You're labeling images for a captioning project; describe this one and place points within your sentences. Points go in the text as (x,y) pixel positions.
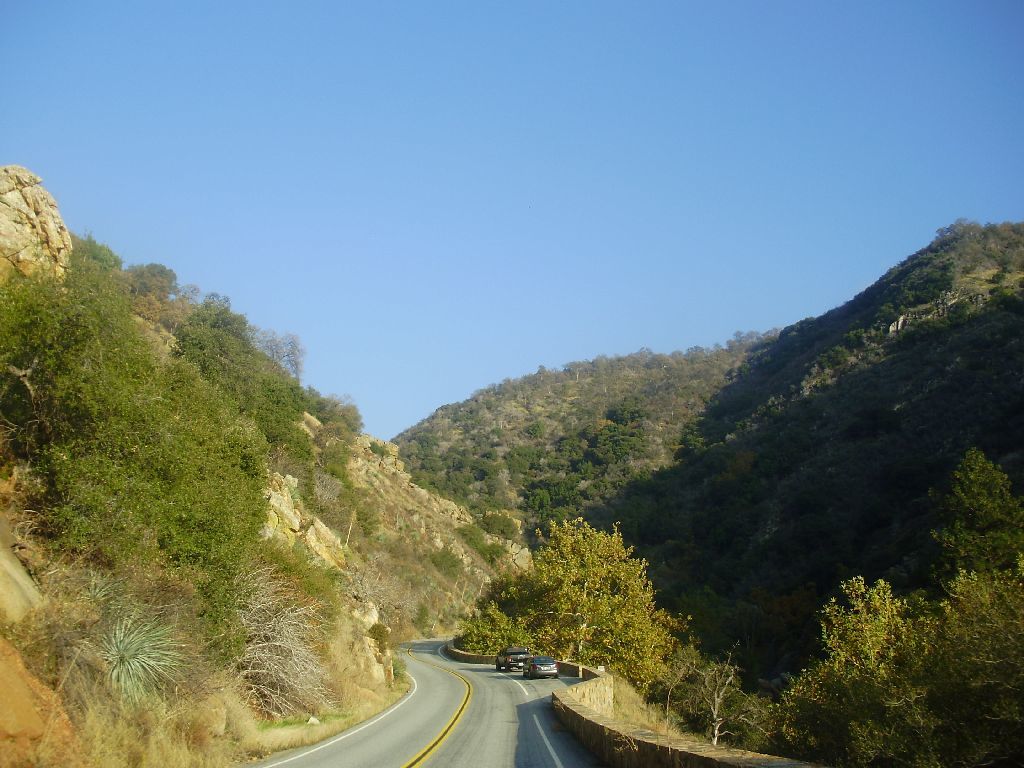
There are two cars (506,649) present on the road (490,689) as we can see at the bottom of this image (482,699). We can see trees (125,514) on the mountains (225,480) which is in the background (872,555) and the sky (445,266) is at the top of this image (443,254).
